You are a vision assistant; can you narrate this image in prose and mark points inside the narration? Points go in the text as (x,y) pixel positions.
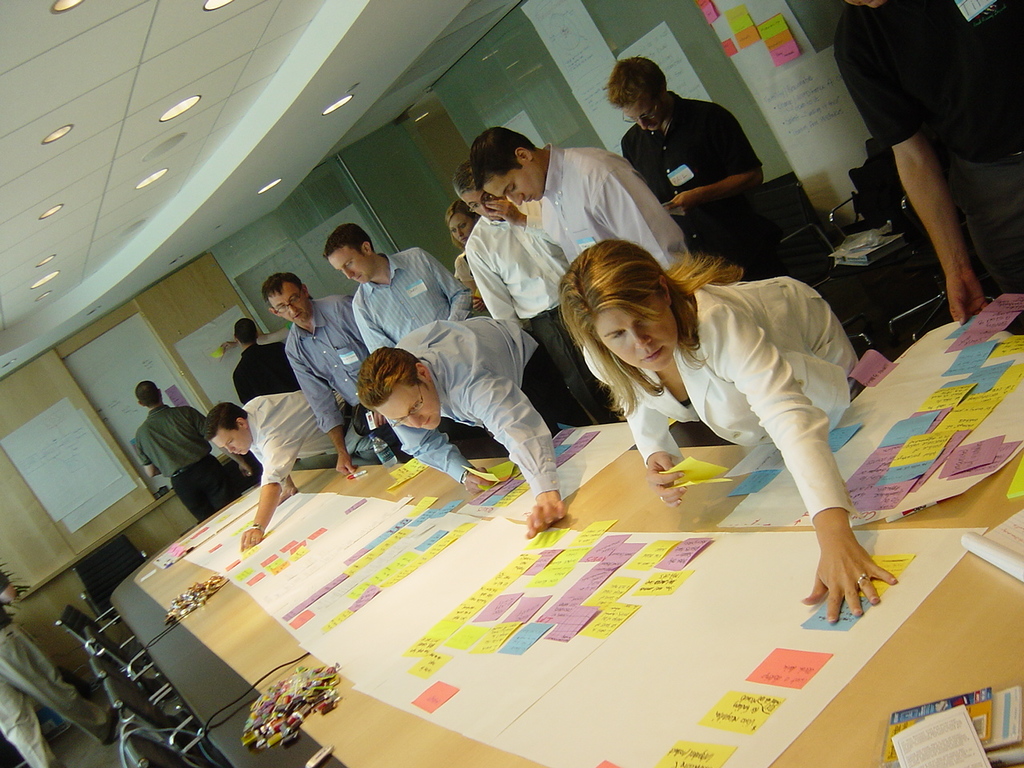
In this image there are a group of people (632,215) who are standing, and in front of them there is one table (155,621) and on the table (220,616) there are some charts (705,637) and papers (431,601) and also we could see some chairs (103,597). In the background (68,497) there are some boards (149,372) and glass windows (354,208), on the boards (123,413) there are some charts (187,344) and papers (793,120). At the top (144,116) there is ceiling (107,205) and some lights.
